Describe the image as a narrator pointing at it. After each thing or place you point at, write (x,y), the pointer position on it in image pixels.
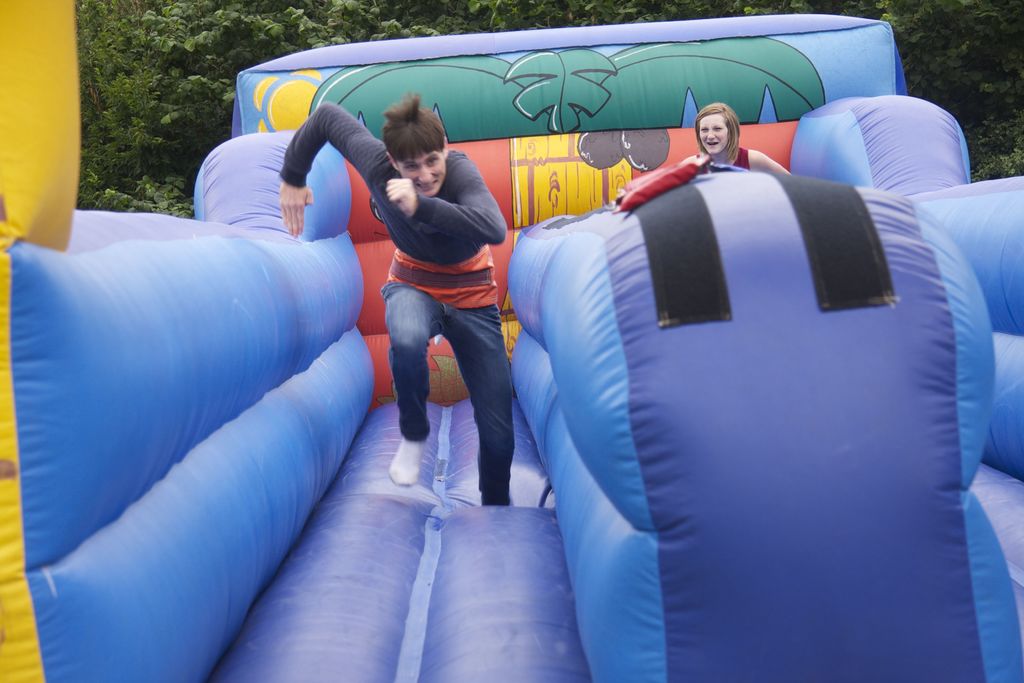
In this image there is a man (417,292) who is running on the inflatable (413,517). On the right side (713,129) there is another girl (732,139) who is standing on the inflatable (967,302). In the background (192,45) there are trees (313,29).
